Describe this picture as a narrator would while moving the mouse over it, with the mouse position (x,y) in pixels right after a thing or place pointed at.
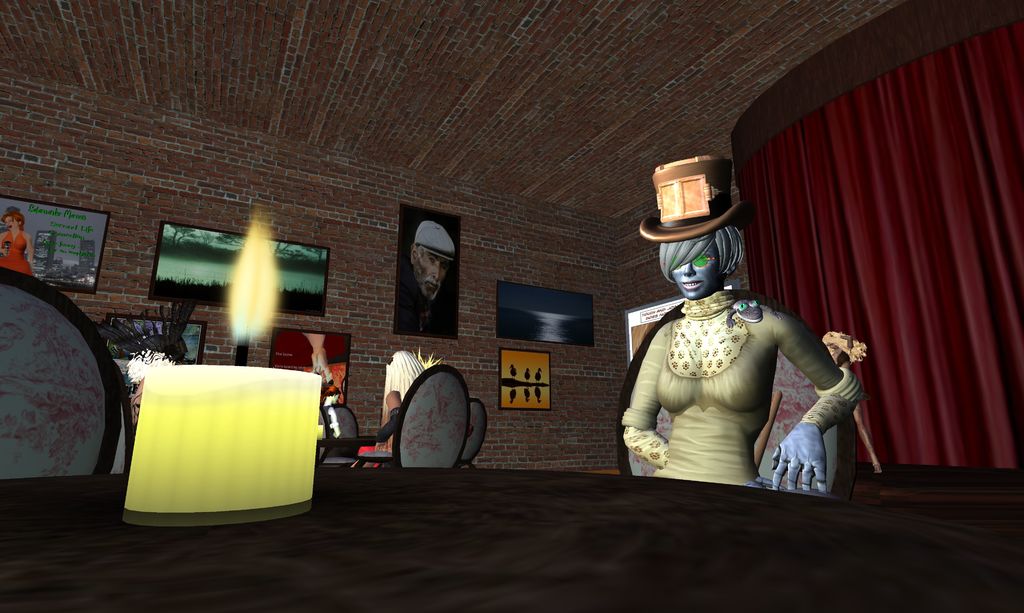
It is an animated picture. In this image there are pictures (19,212), curtain (843,259), people (720,402), chairs (430,394), table (910,582), candle (234,318) and brick wall (327,318). People (858,418) are sitting on chairs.
